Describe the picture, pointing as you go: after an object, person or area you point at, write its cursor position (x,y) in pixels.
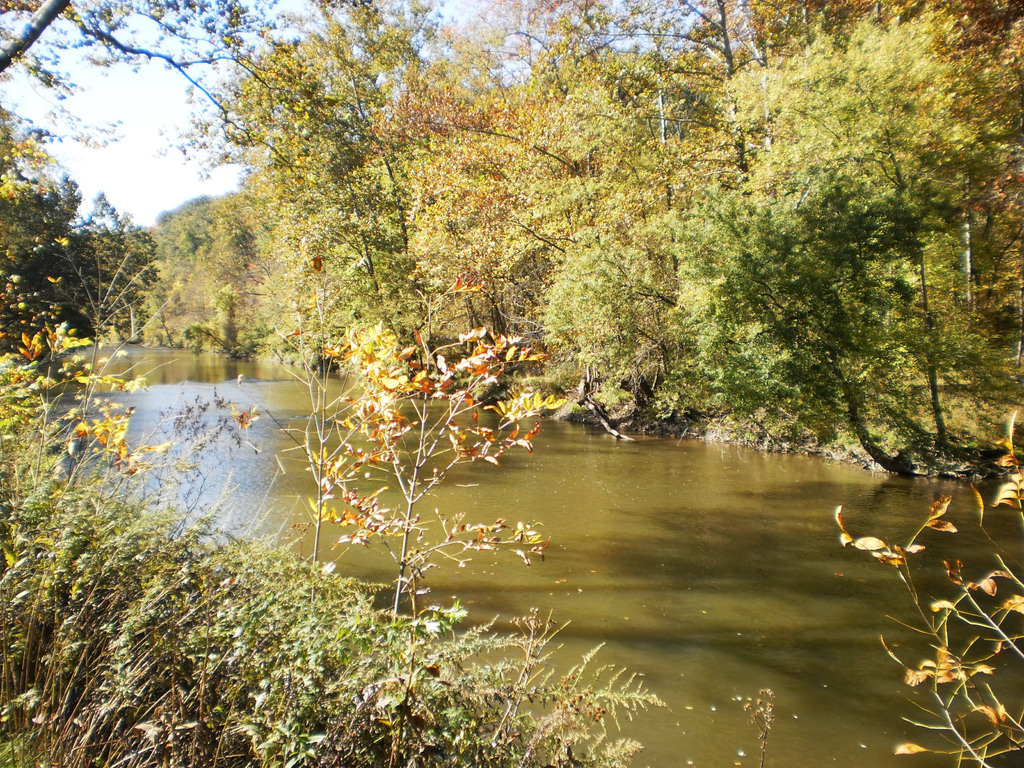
In this image we can see water (189,351), plants (307,745), trees (204,239) and sky (76,23).
